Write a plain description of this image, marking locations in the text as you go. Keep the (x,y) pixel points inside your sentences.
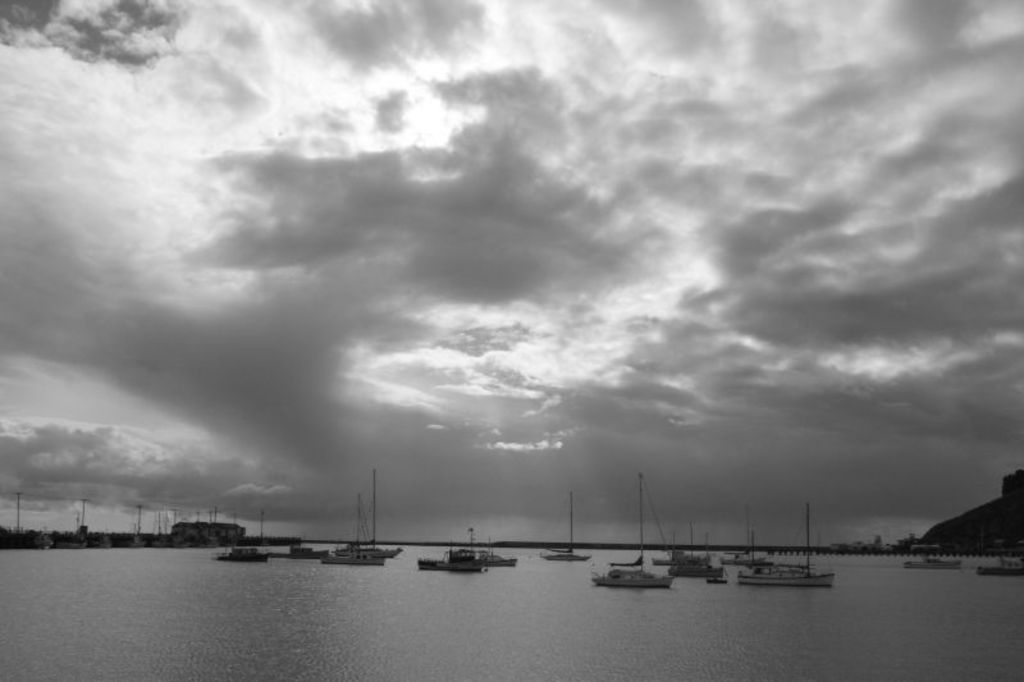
In this picture we can see a group of boats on water (621,635), here we can see sheds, electric poles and some objects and we can see sky (590,389) in the background (781,241).
